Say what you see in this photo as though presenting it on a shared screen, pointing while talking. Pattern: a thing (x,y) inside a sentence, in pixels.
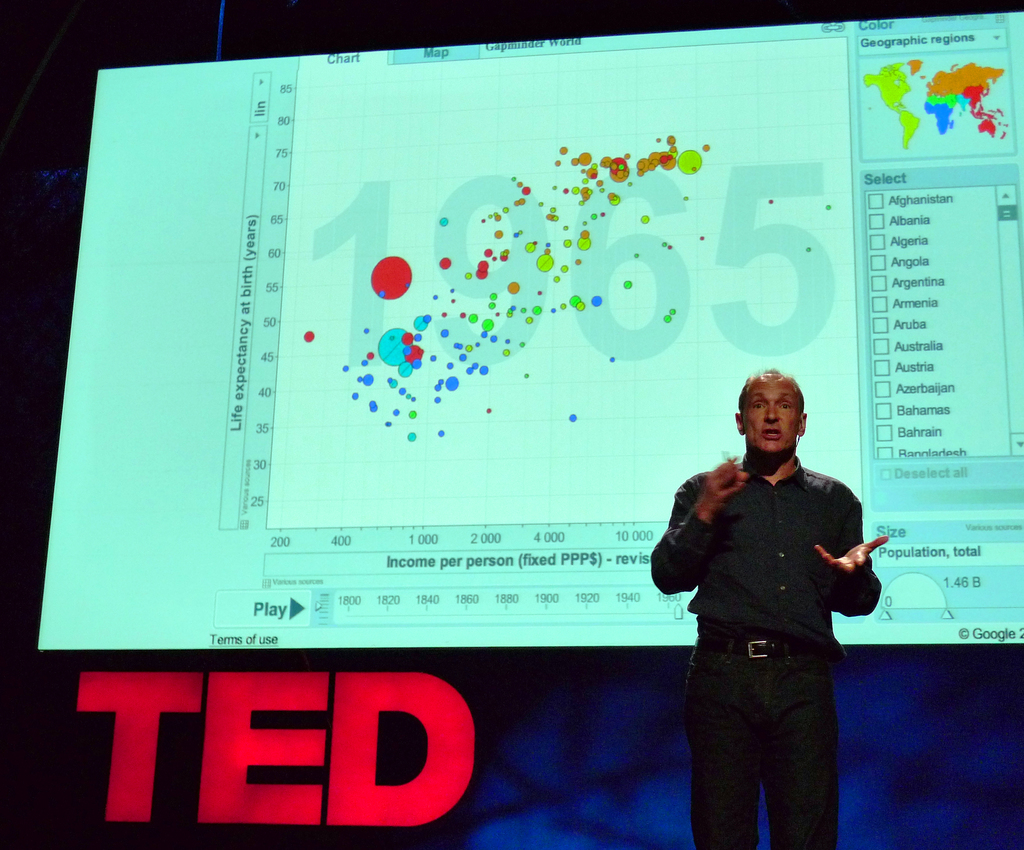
In this picture we can see a person (741,717) and in the background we can see a screen (96,381).
